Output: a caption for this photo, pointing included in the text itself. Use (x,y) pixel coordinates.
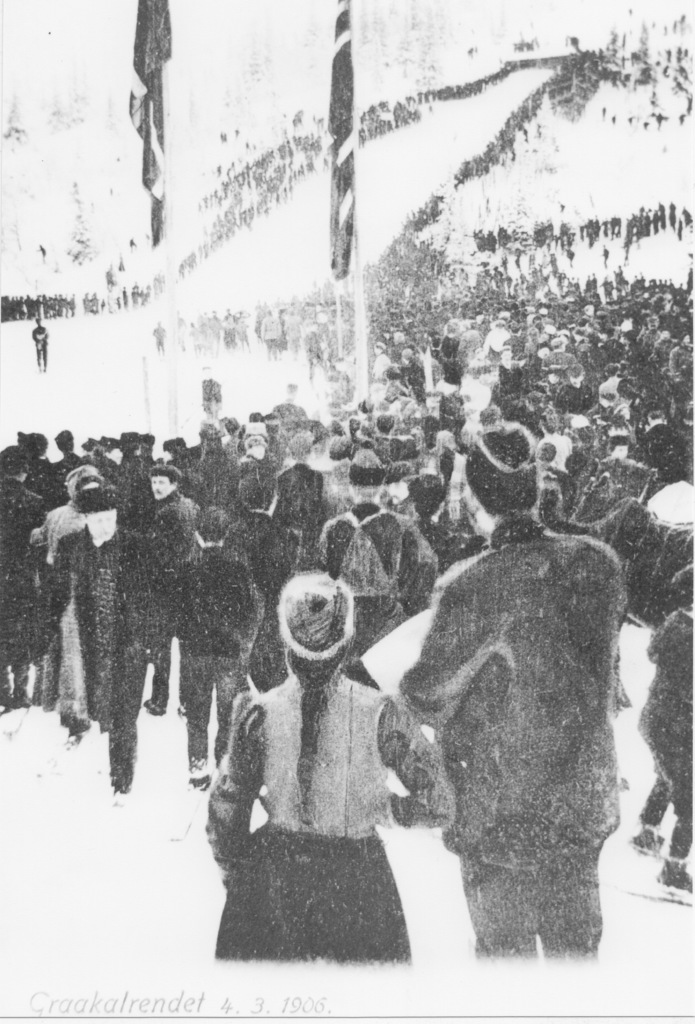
In this picture we can observe some people (466,582) standing. There are two flags (163,144) to the poles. There were men (227,555) and women (325,721) in this picture. This is a black and white picture.
